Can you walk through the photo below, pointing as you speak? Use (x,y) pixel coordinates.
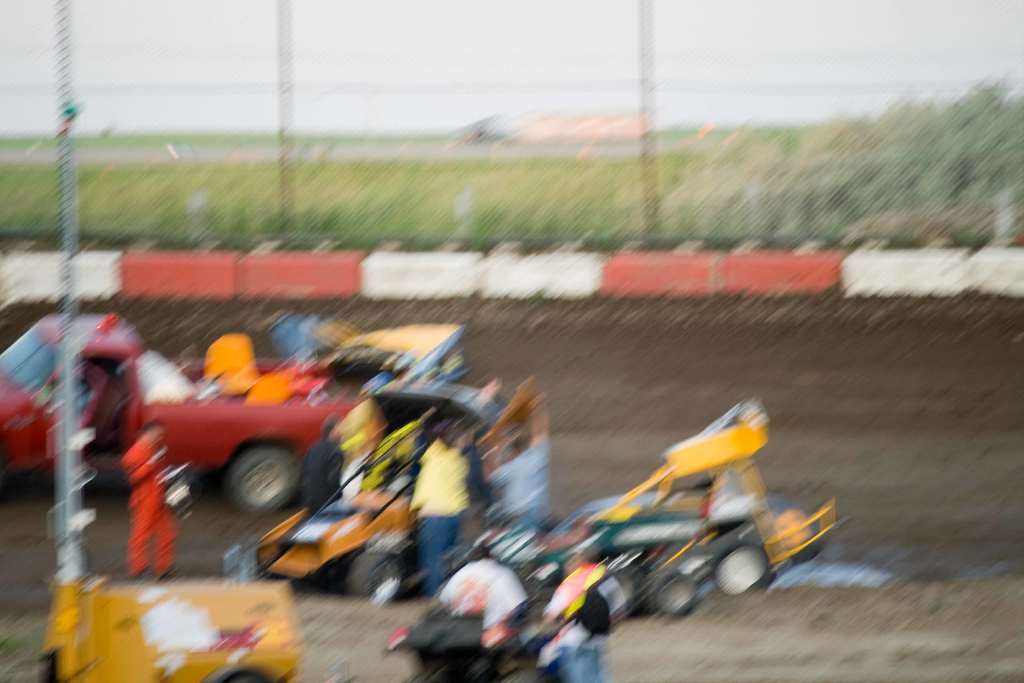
In this image we can see people (353,466) standing on the ground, motor vehicles (405,566), poles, trees (864,179) and sky (566,89).
